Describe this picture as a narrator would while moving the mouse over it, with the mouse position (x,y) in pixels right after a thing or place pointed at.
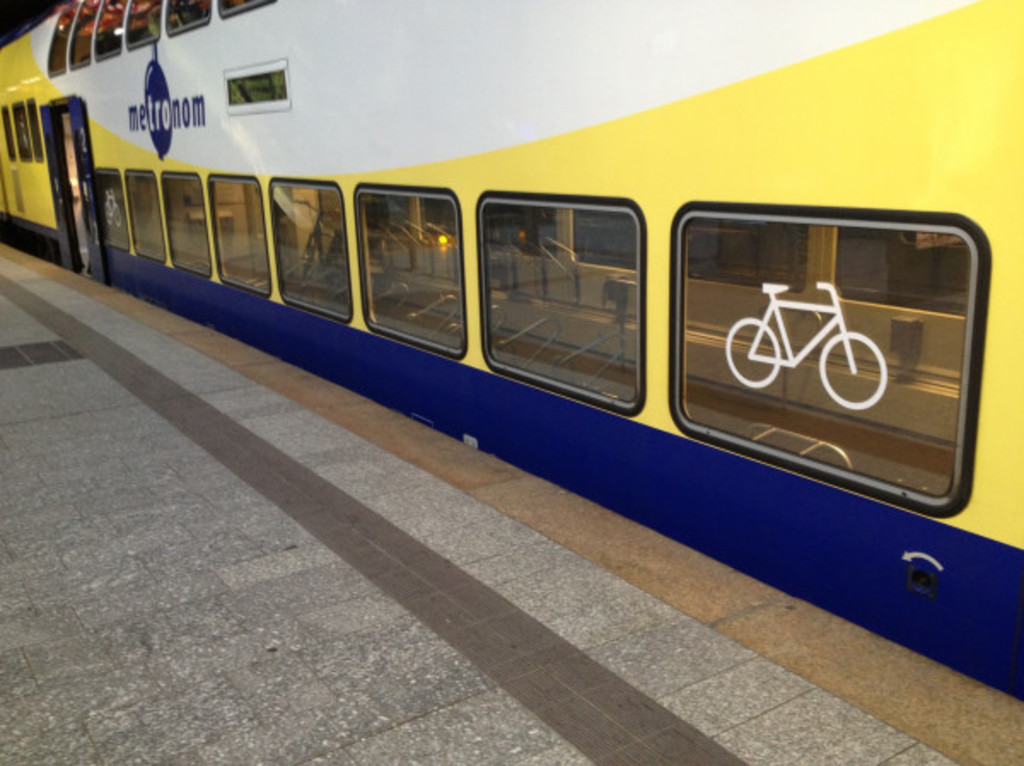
In this picture we can see a train (723,193) on the railway track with many windows (536,233) and a door (86,212). There is also a railway platform (346,557).
